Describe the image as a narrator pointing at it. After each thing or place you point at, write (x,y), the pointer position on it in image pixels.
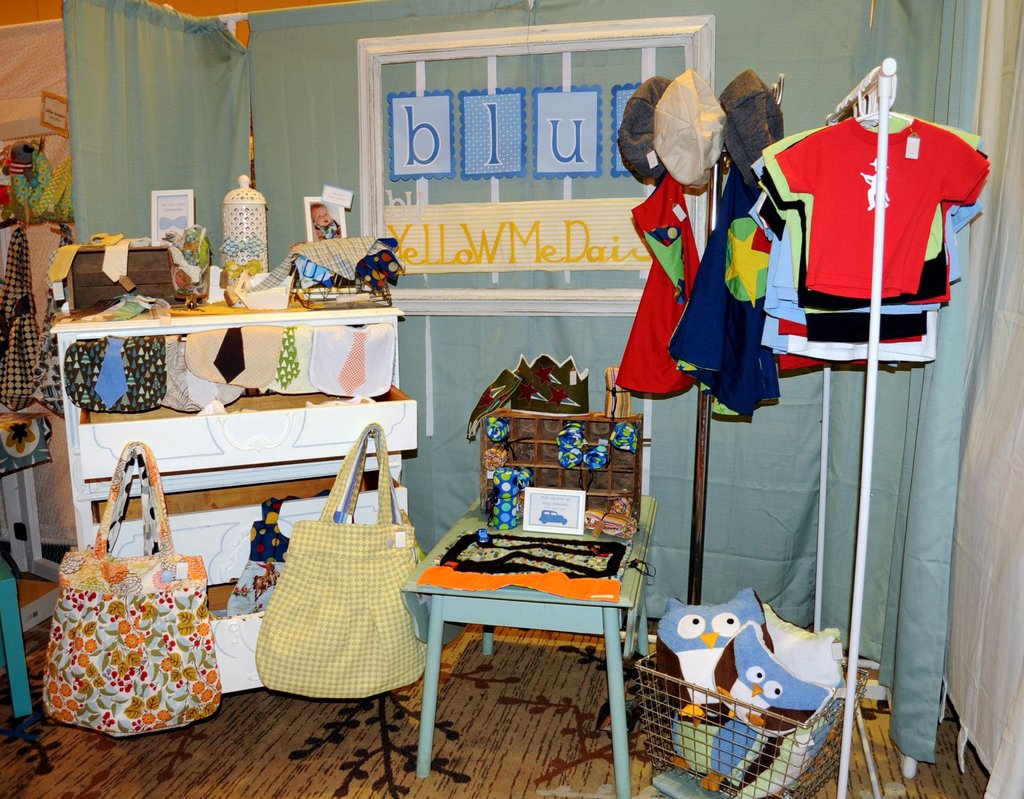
In the picture there is a room (416,480) in that room (510,369) there are many items (336,604) such as handbags (320,642) dresses (950,190) baskets (777,703) in the basket (662,715) there are some cushions (681,642) on the table (488,598) there is some items (543,550) present on it near to the handbag (137,651) there is a table (196,318) on the table (267,352) there are some cloth items (318,381) present on it and also some items (165,313) present on it there is a curtain (401,337) present near to the table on the curtains (510,187) there are some words (520,176).
